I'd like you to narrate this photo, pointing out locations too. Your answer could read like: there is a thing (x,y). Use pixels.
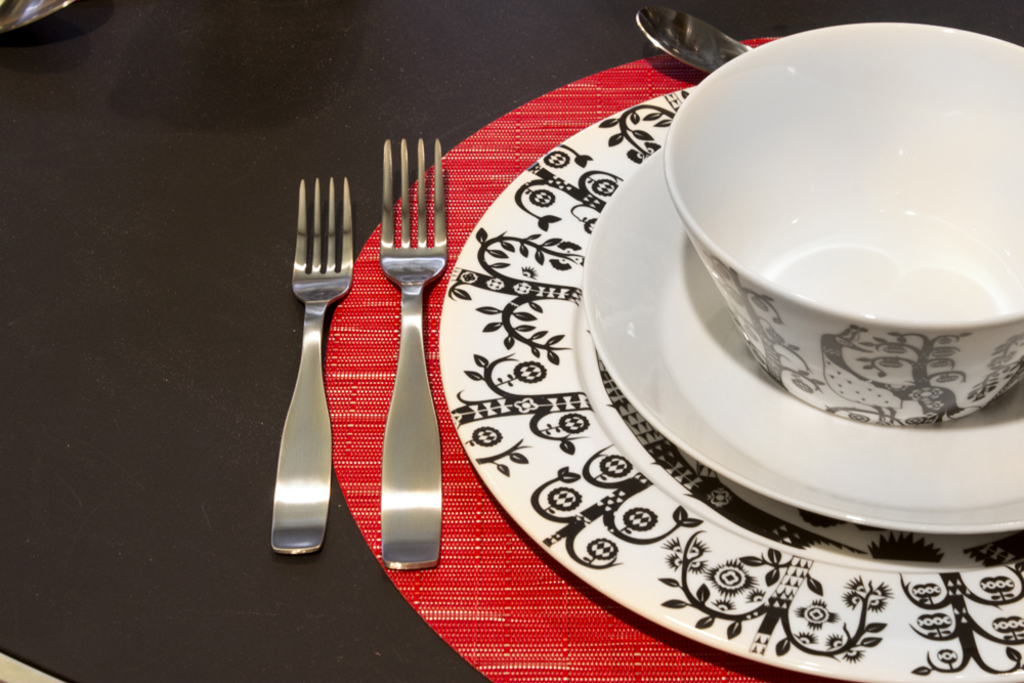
In this image we can see a bowl (783,265), two plates (687,416) and a fork (408,346) on the red mat (506,594). We can also see a spoon (697,53) and another fork (347,248) on the black surface (259,438).
